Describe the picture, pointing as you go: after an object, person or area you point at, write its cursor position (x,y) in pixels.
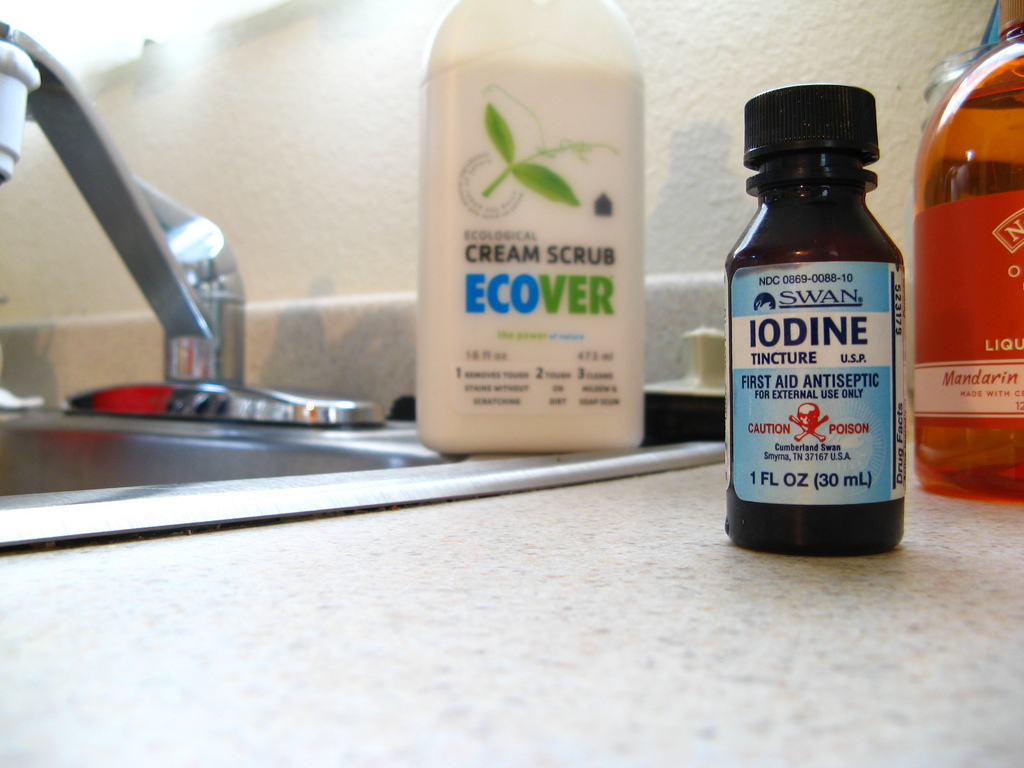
Here we can see a antiseptic bottle (881,235) and there are other two bottles (949,376) present and beside that we can see a sink (39,419).
